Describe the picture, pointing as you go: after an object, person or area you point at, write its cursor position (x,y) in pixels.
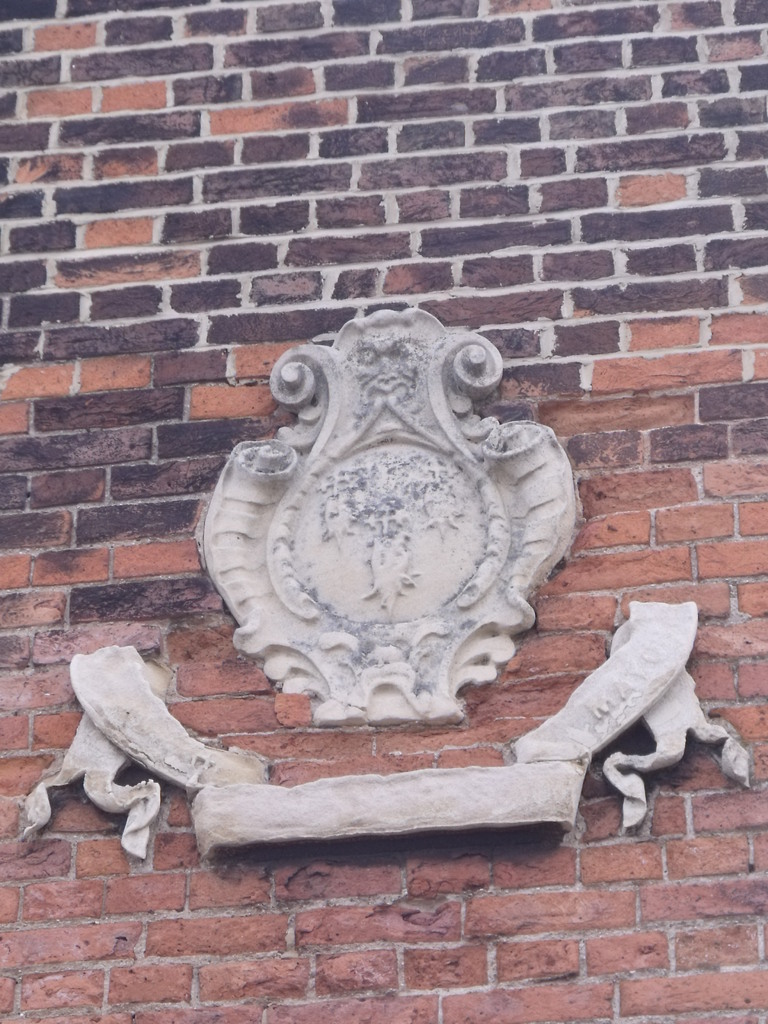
In this image we can see a sculpture (444,636) to the brick wall (506,746).
